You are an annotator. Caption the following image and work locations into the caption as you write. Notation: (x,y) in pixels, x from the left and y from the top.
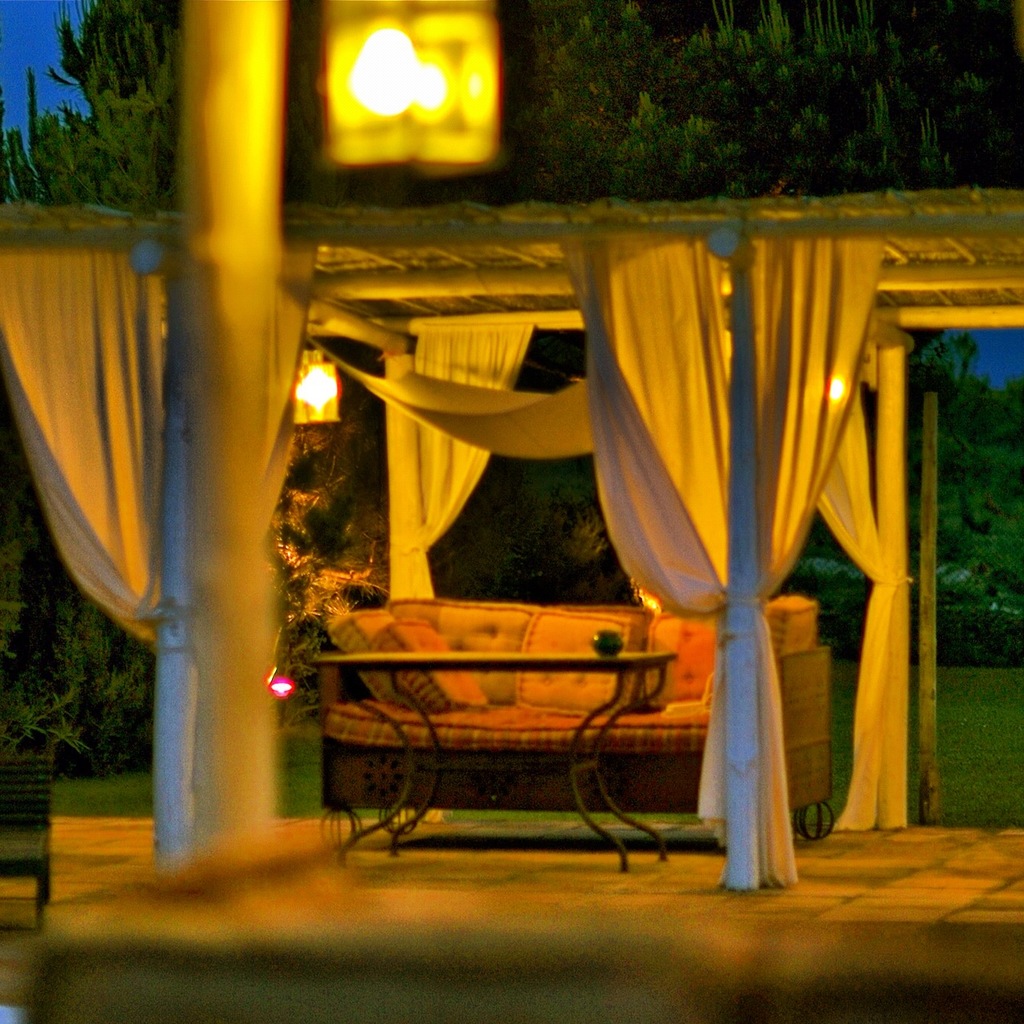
In the foreground of this image (246,64), there is a light pole (254,188). In the background (417,630), under the shelter (505,303), there is a couch (533,647), a table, lights (334,378) and the curtains (653,380). On the left (16,841), there is a bench (20,854) like an object (19,777) and also in the background (980,704), there is the grass (989,710), few trees (969,409), a pole (931,456) and the sky (42,39).
